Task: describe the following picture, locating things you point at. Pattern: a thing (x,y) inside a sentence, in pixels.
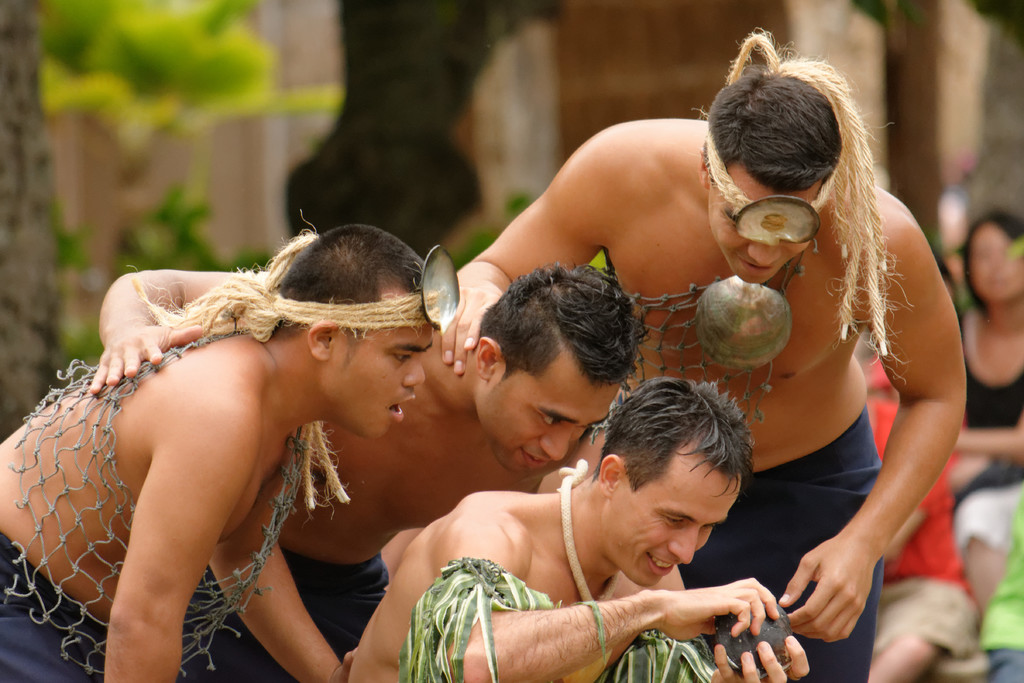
In this picture there are four boys (462,579) shirtless bending down and looking to the stone (730,645) which is holding by the front boy (619,445). Behind there is a blur background (3,362).
